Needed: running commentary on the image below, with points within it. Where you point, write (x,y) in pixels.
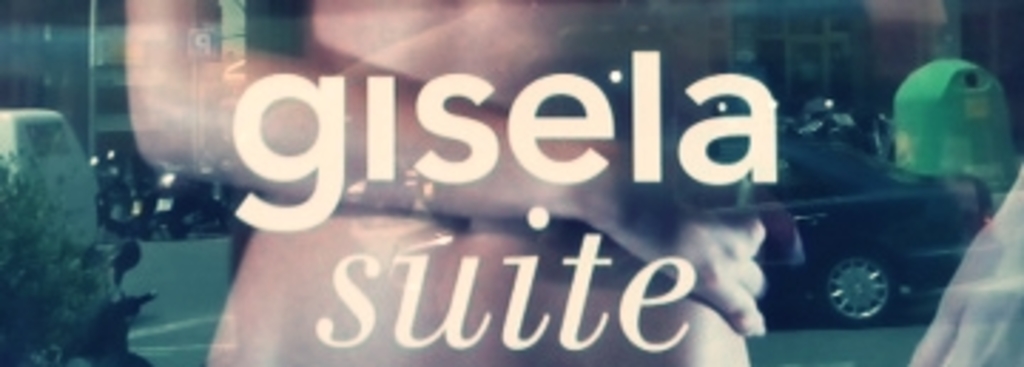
In this image I can see the glass (12,137) and I can see something is written on the glass (680,233). Background I can see the person (362,122), few vehicles (804,261) and I can also see few buildings (77,89).
